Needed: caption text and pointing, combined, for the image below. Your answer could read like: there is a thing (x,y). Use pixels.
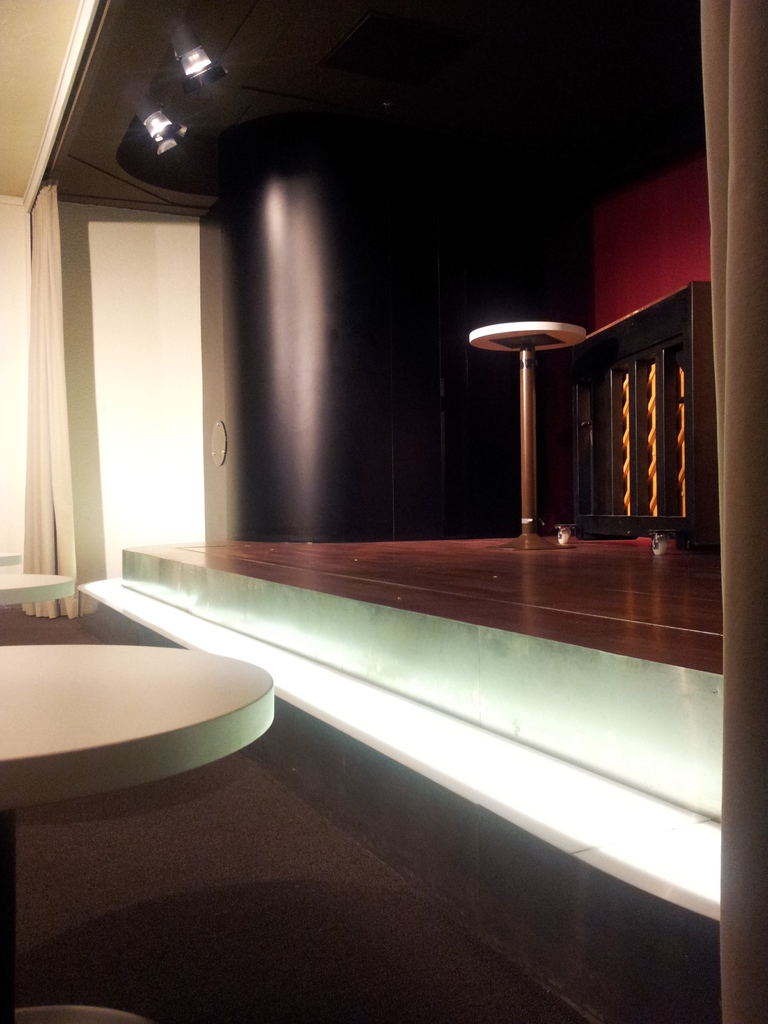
In this image we can see an inside view of a building (385,501), there are tables (232,719), curtain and lights (203,56) attached to the roof (378,93).
